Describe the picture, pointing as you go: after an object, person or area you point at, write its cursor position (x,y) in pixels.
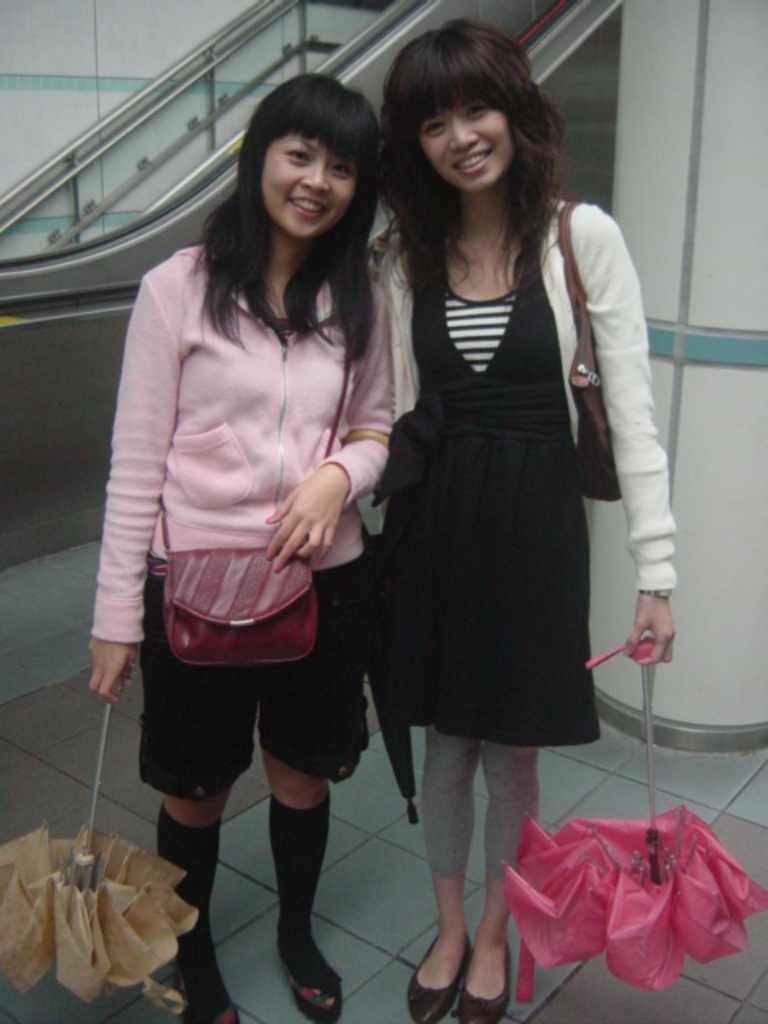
There are two women (338,555) carrying handbags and holding umbrella (102,906) in their hands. In the background (158,143) we can see escalator (369,60) and wall (176,10).
